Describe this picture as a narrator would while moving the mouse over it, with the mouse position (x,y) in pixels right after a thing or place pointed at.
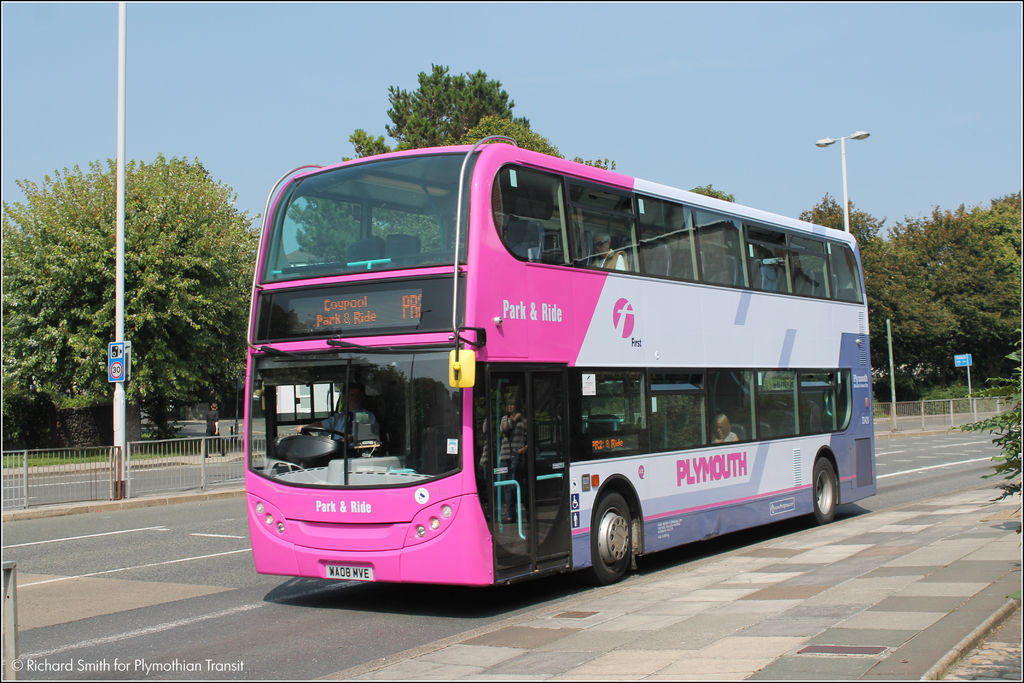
In the picture we can see a pink color double Decker bus (580,421) on the road (271,669), we can see the fence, light poles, board (957,360), trees (948,377) and the sky (979,79) in the background (507,80). Here we can see the watermark (163,667) on the bottom left side of the image (217,663).
